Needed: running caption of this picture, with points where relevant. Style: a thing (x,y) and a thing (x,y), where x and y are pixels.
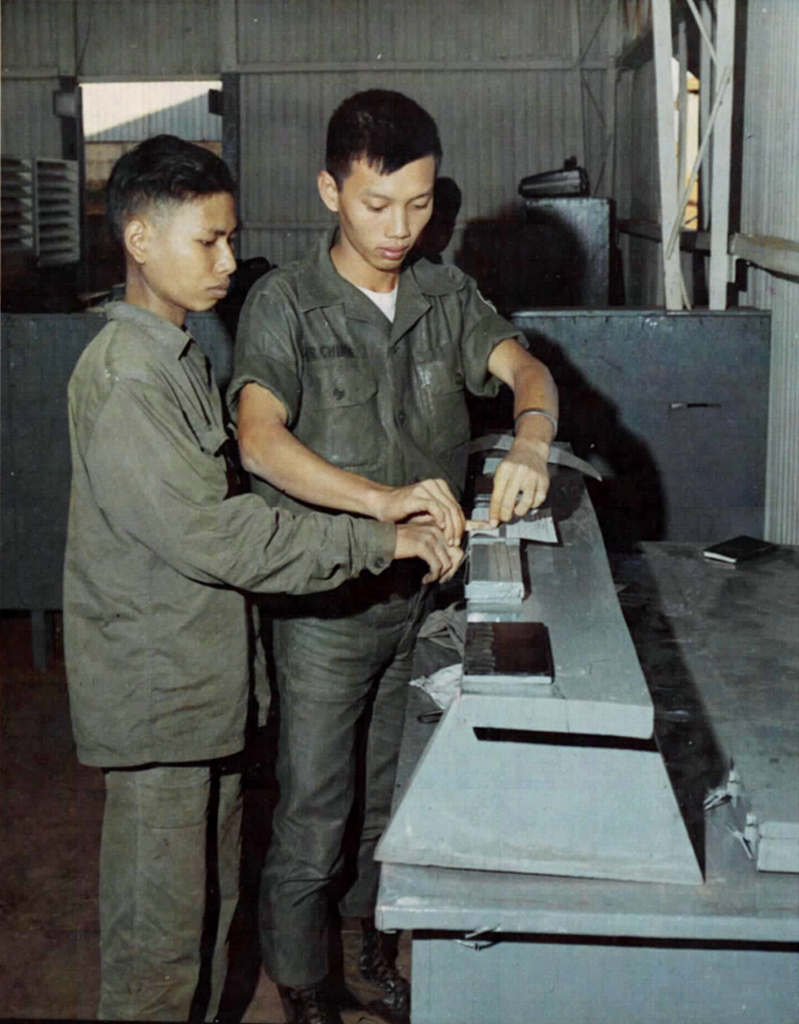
In this image there are two persons (138,624) standing and doing some work inside a shed (260,111).
